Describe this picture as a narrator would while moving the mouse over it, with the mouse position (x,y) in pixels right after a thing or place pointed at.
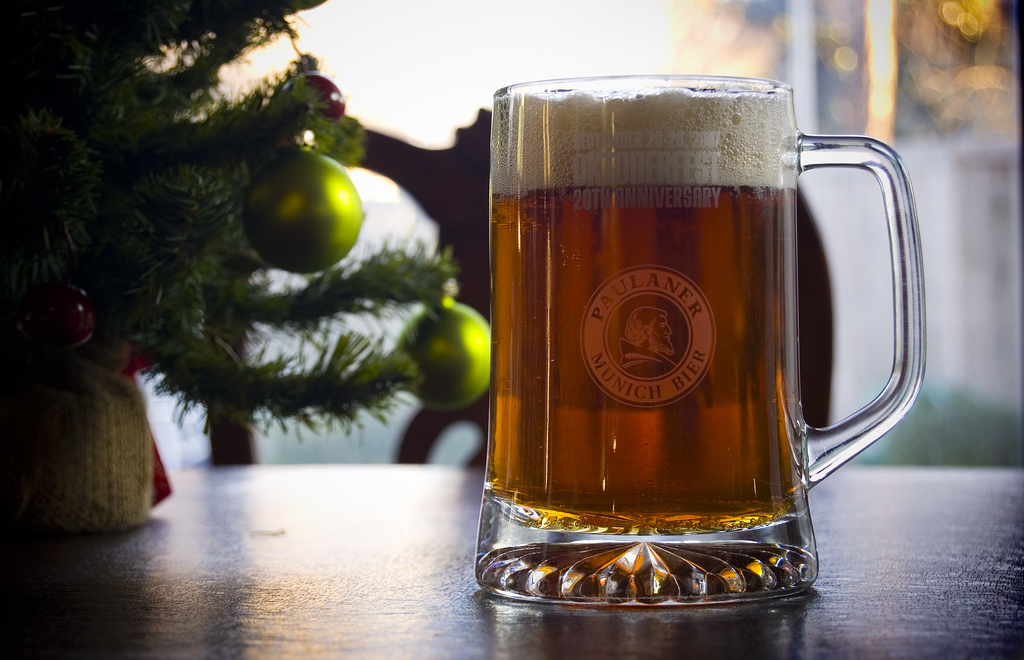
Here I can see a beer glass (566,303) which is placed on the table (220,602). Along with the glass (603,463) there is a plant (98,221). Beside the table (427,532) a chair (428,185) is placed. The background (422,55) is blurred.
